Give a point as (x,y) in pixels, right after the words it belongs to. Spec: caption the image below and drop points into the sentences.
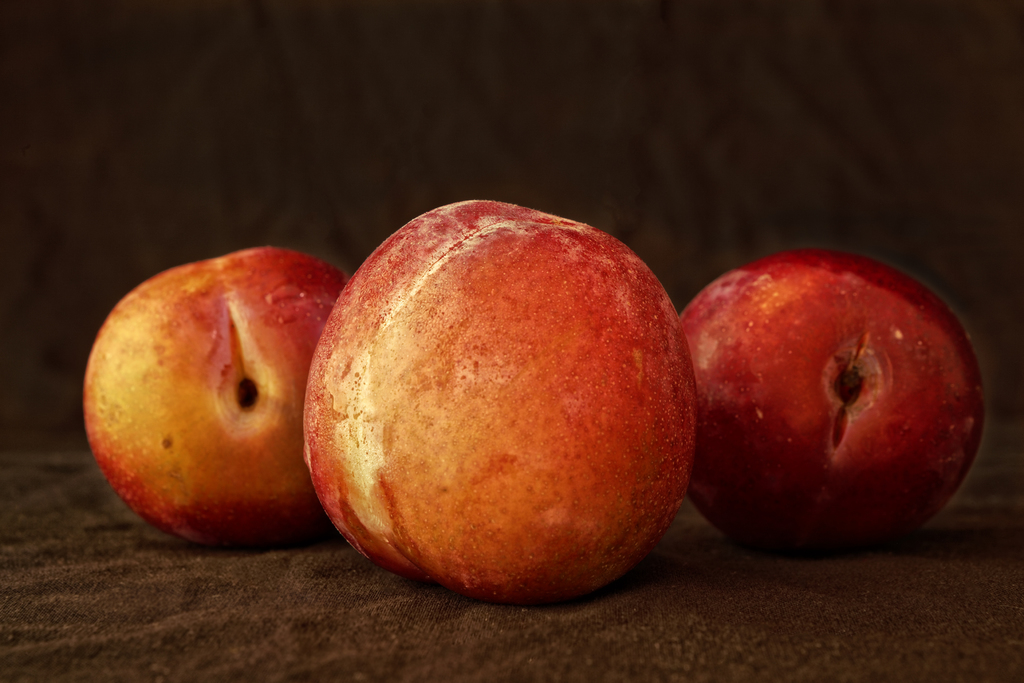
These are the 3 plums (591,381) which are in red color.
